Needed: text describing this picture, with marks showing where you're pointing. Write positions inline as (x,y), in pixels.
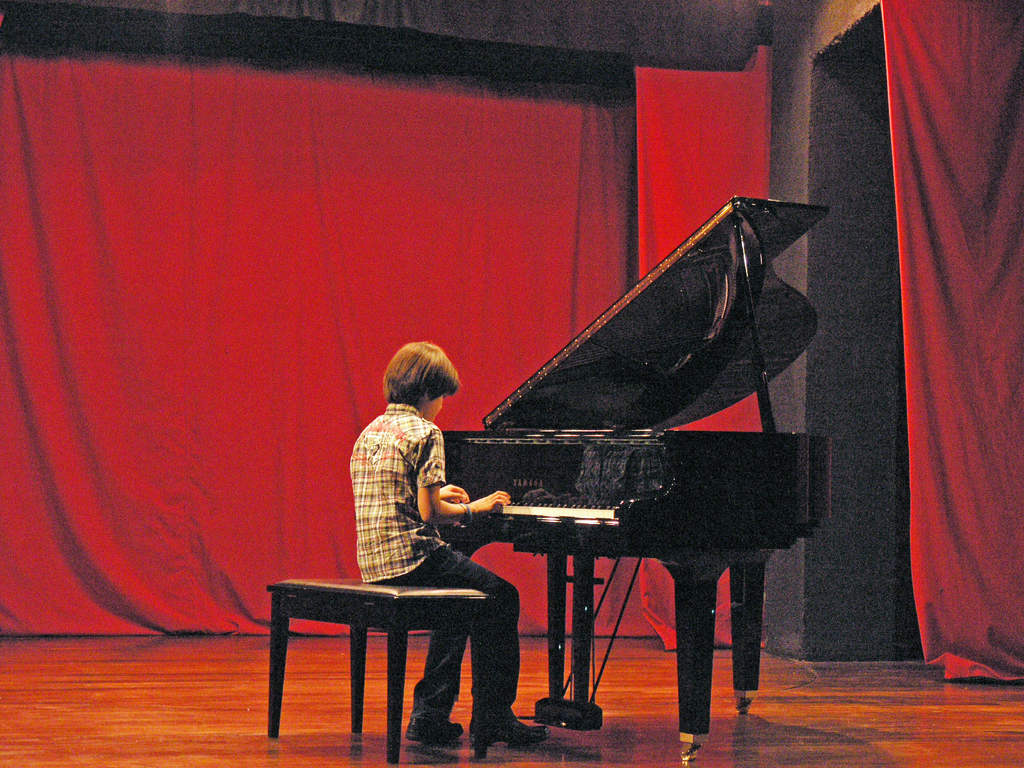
In this picture we can see a boy (446,379) who is sitting on the chair (419,601) and he is playing a piano (573,511). This is the floor (89,655) and there is a red curtain (360,199).
